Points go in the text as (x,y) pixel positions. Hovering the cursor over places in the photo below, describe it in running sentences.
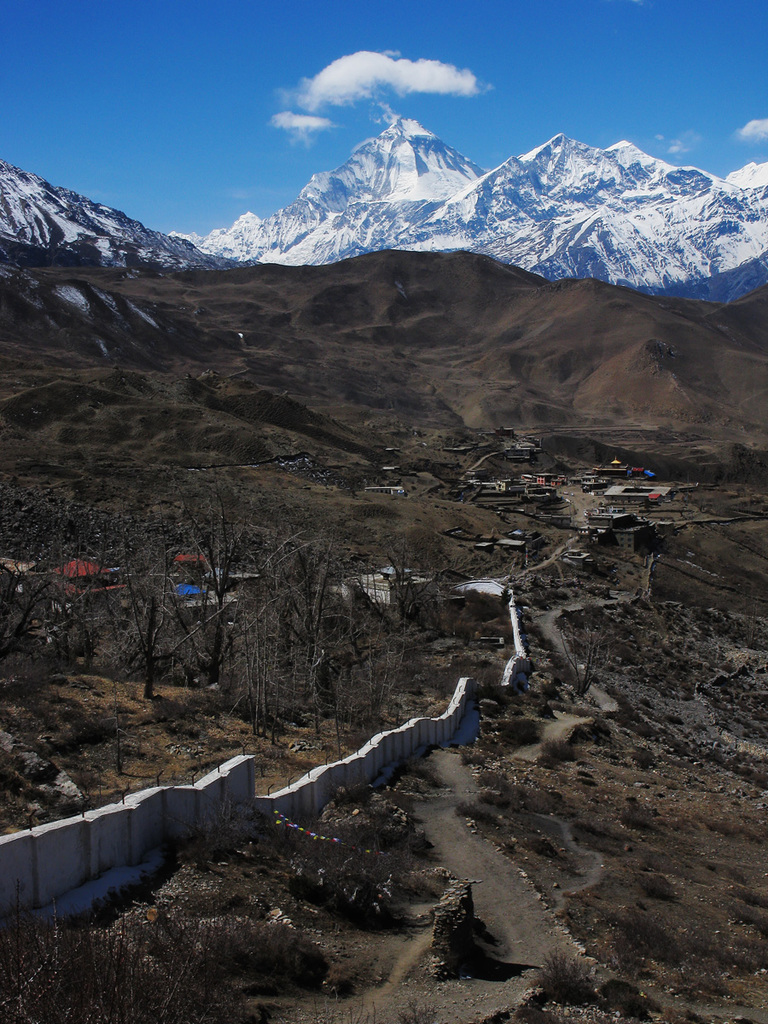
In this image we can see a wall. And there are many trees (253,655). In the back (600,486) there are buildings (609,499). In the background (291,281) there are hills (333,230). Also there is snow (304,218) and sky (329,107) with clouds (355,70).
